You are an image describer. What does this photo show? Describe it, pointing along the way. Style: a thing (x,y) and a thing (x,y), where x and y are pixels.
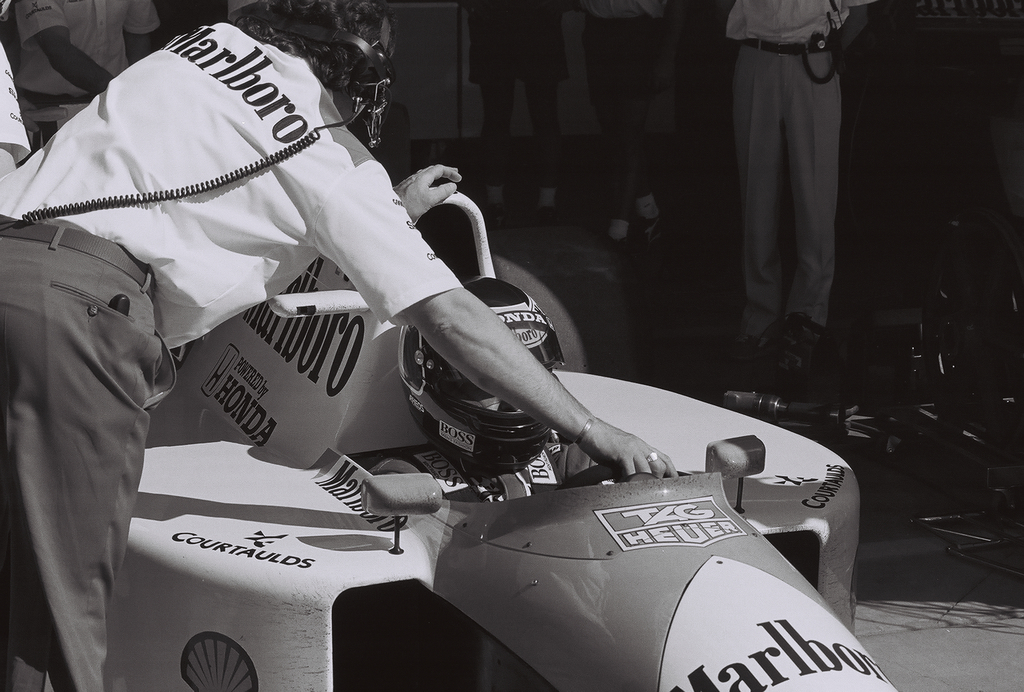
In this image we can see persons (629,70) standing on the floor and one of them is holding a motor vehicle (695,467) in which a person (444,450) is sitting.
